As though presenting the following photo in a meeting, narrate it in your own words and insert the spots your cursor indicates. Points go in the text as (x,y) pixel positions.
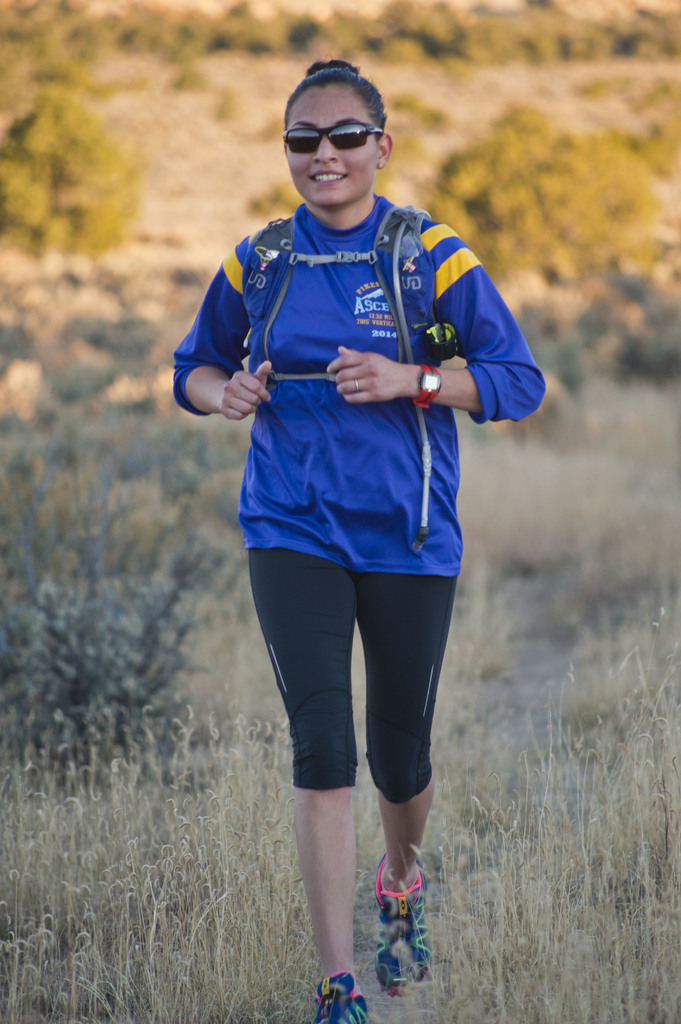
This image consists of a woman (371,534). She is wearing goggles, watch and backpack (289,239). It looks like she is walking. There is grass (289,834) at the bottom (255,840). There are bushes (628,164) in the middle (235,433).
